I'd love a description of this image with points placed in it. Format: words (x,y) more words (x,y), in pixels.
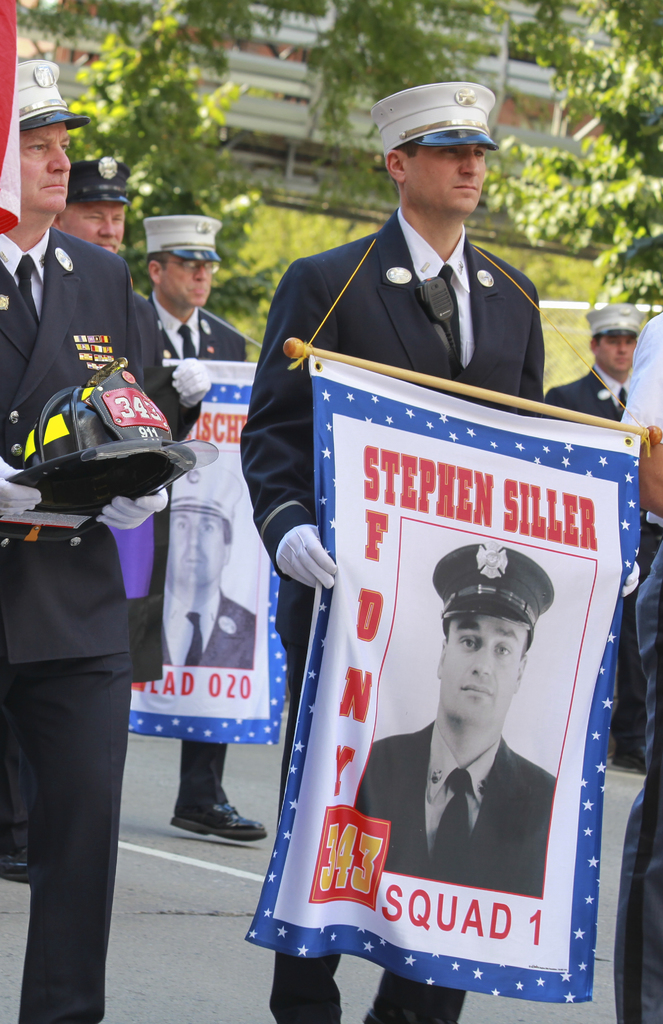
In this image we can see few people (96,263) walking on the road (220,874) wearing uniform (410,317), two people (403,348) are holding banner (272,605) and a person (158,503) is holding an object (99,497) looks like a helmet (91,483) and in the background (301,155) there are few trees (178,88), grass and building (274,124).
